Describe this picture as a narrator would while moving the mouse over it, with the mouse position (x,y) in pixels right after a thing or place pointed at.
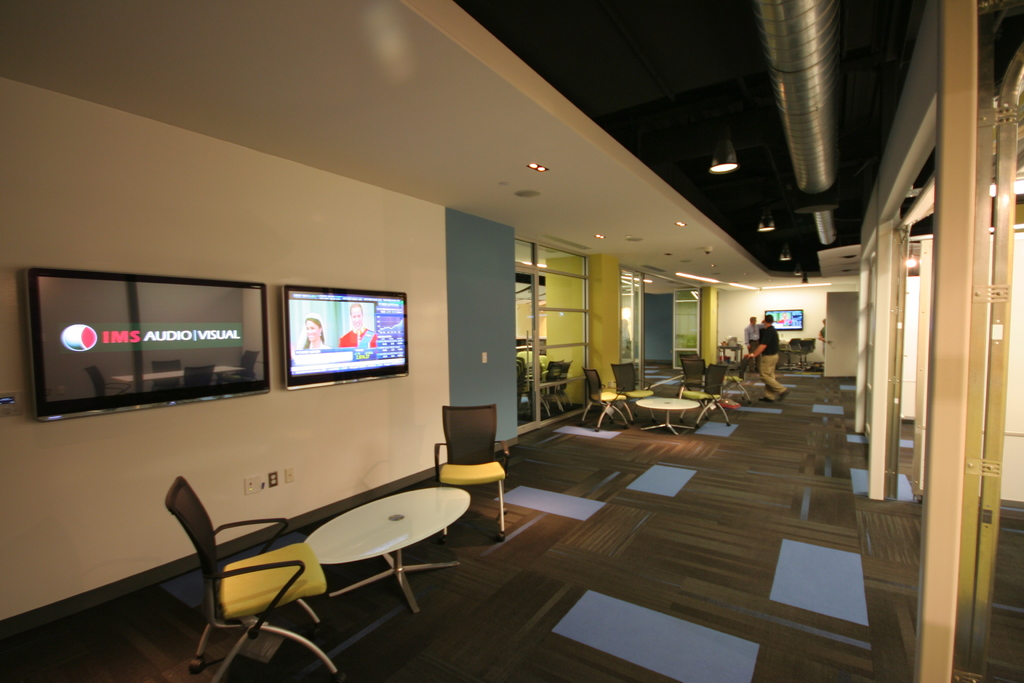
In this image, I can see two television screens (246,382), which are attached to a wall (262,259). These are the tables (659,403) and chairs (457,478). I can see few people (751,334) standing. These are the glass doors (629,340). I can see the ceiling lights (761,229), which are attached to the ceiling (657,218). This looks like a pipe (830,211). In the background (817,327), I can see another television screen (788,320), which is attached to a wall (787,338). This is a floor (691,547).
